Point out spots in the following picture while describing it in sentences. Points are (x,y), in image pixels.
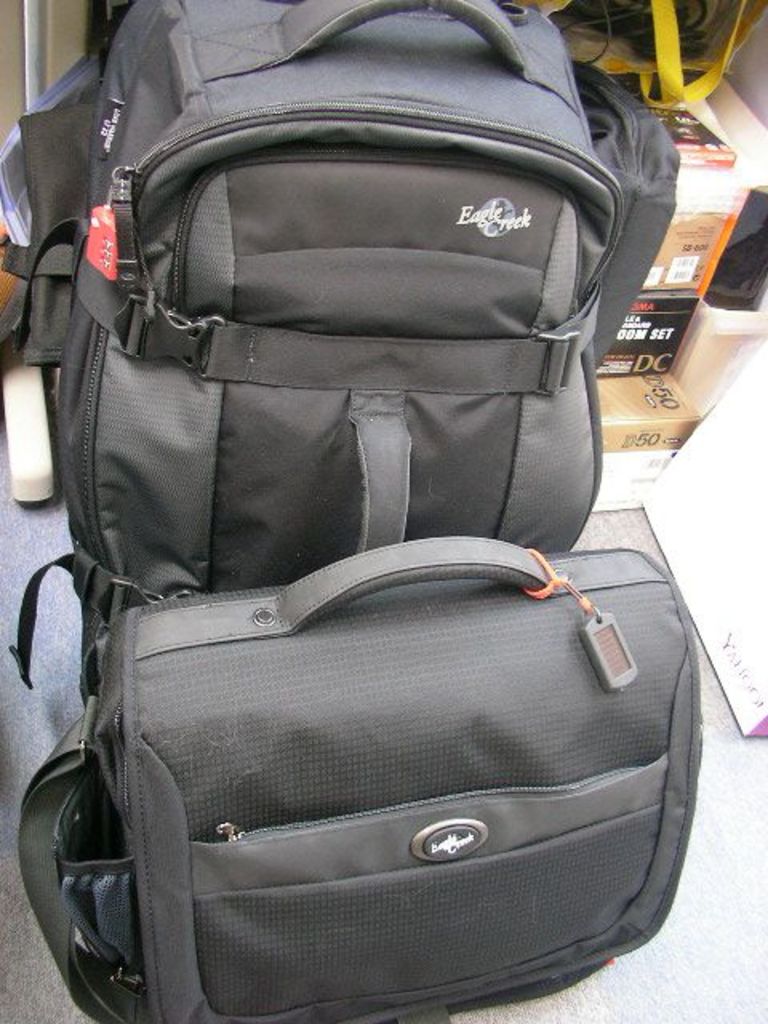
In this image, there are bags (528,332) which are kept on the floor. In the right side of the image (665,451), there are carton boxes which are visible. The picture is taken inside the house (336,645).
